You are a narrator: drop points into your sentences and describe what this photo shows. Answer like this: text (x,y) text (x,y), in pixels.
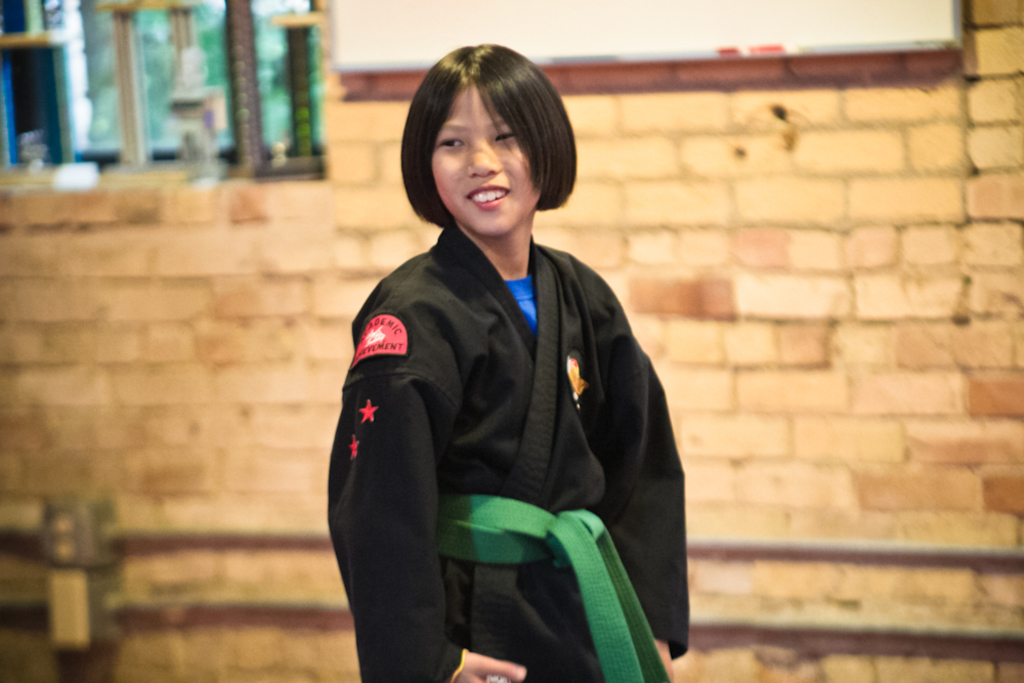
In the center of the image (498,266) we can see a girl (458,160) standing and smiling. In the background (663,164) there is a wall (253,317) and a window (170,152).
